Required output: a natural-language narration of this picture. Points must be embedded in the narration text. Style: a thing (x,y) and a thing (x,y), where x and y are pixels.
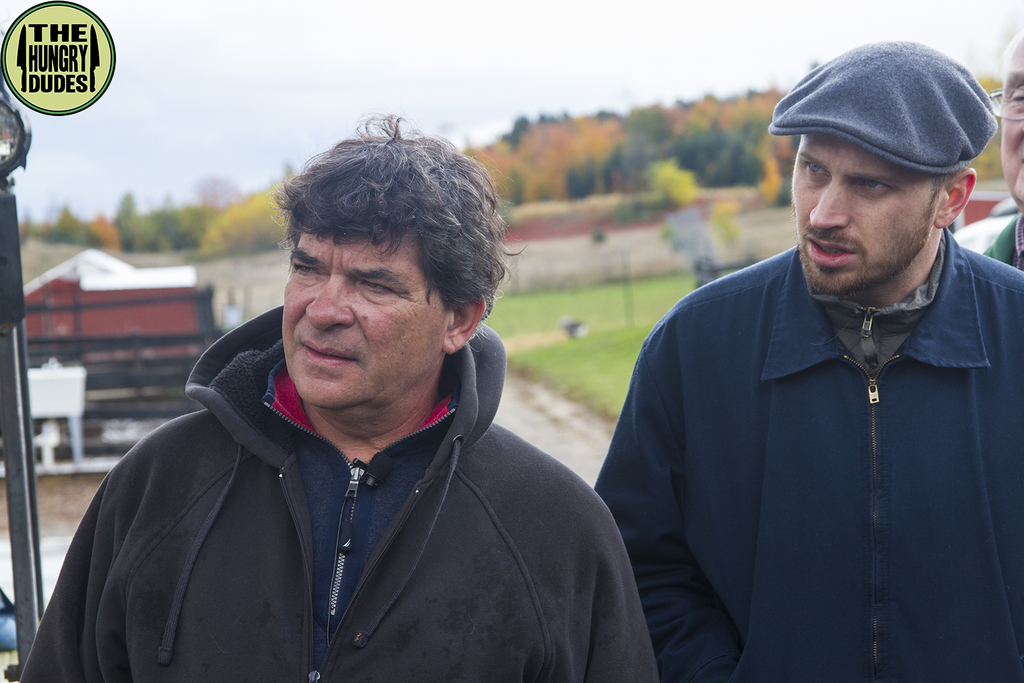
In this image we can see two persons (313,511) standing. On the backside (599,318) we can see a house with roof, grass (559,332), trees (541,159) and the sky (495,31).
